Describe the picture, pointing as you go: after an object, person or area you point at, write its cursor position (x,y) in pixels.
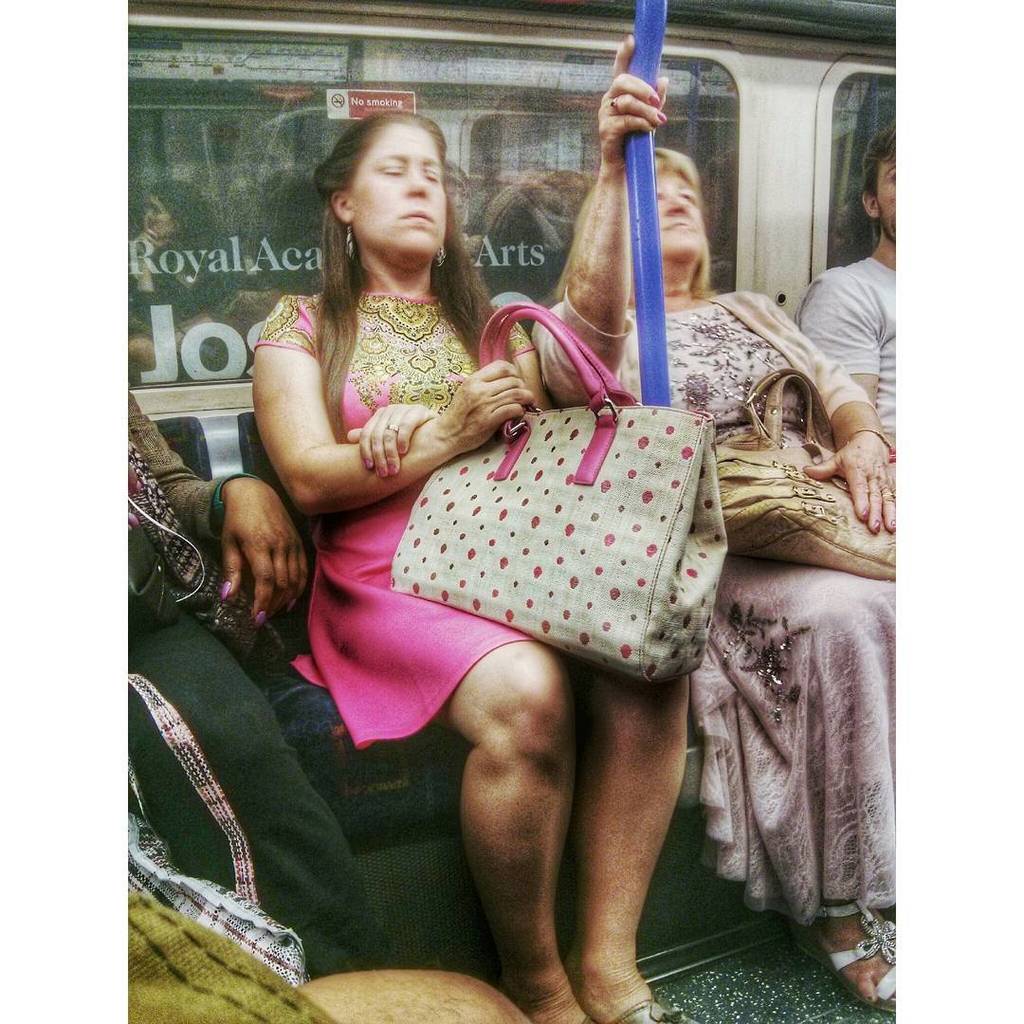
In this image I can see few people (407,139) are sitting, I can also see few of them are holding handbags (532,491).
